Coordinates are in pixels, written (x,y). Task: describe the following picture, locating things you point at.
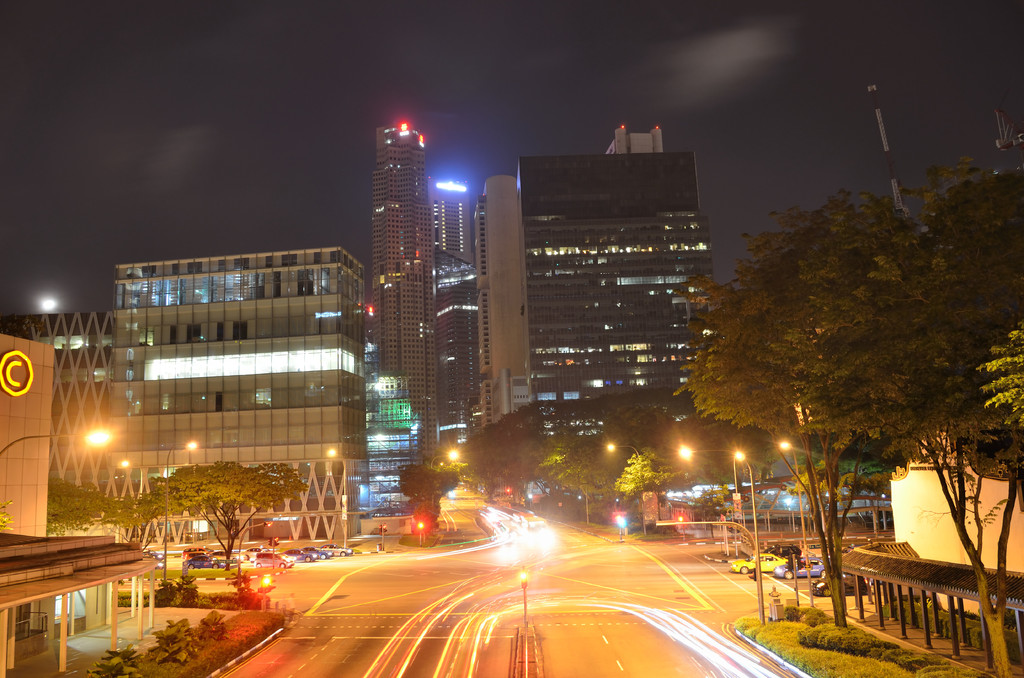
In this image we can see buildings (542,338), trees (175,509), motor vehicles (253,567) on the road (377,568), street poles (346,519), street lights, towers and sky (542,42).
